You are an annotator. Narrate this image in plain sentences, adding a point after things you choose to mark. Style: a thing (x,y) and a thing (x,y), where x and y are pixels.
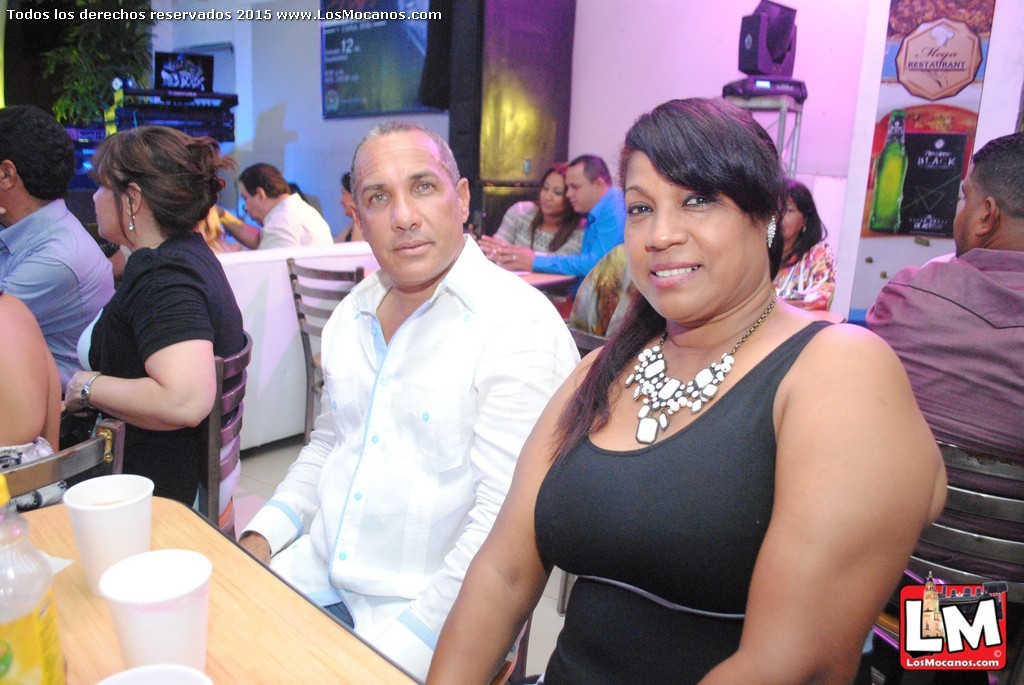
In this image we can see persons (168,175) sitting on the chairs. At the bottom left corner (263,627) we can see table (280,635). On the table (272,638) we can see glasses (102,563) and bottle (12,606).
